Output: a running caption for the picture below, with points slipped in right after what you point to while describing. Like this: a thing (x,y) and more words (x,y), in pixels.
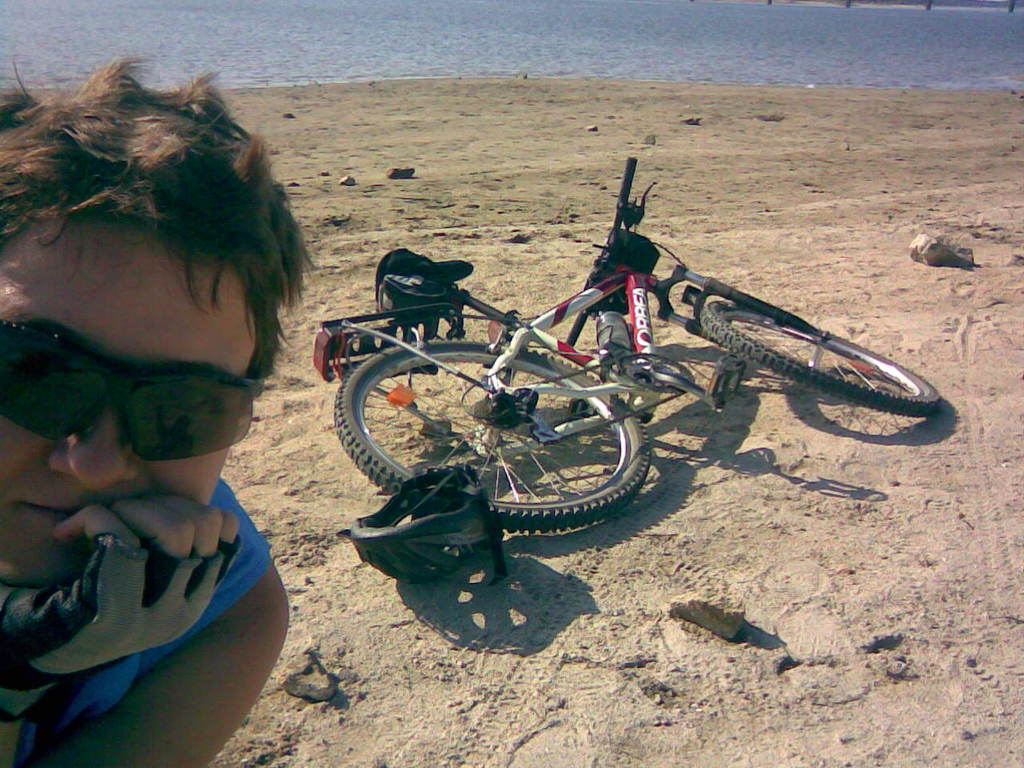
In the center of the image (601,364) there is a bicycle (662,387). On the left (181,647) we can see a person (109,497) wearing glasses (164,399). In the background (284,34) there is water (377,36). At the bottom (361,630) there is sand (754,657).
